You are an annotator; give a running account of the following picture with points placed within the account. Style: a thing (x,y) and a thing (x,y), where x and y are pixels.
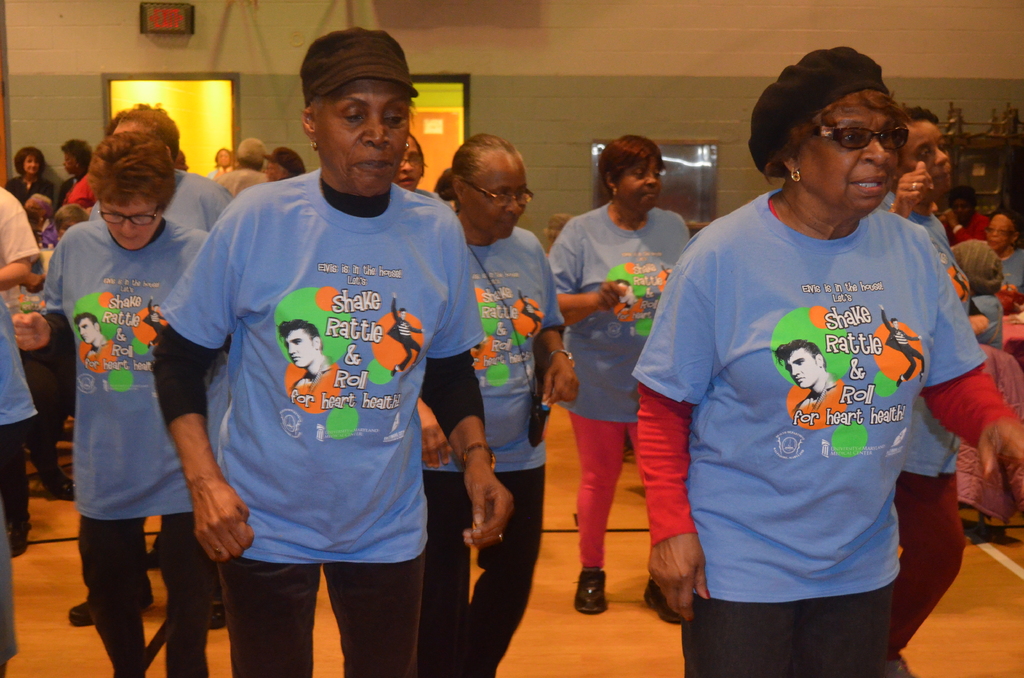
In this image we can see persons (237,369) standing on the floor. In the background (148,46) there are sign board (157,21), walls (276,37) and windows (194,164).
